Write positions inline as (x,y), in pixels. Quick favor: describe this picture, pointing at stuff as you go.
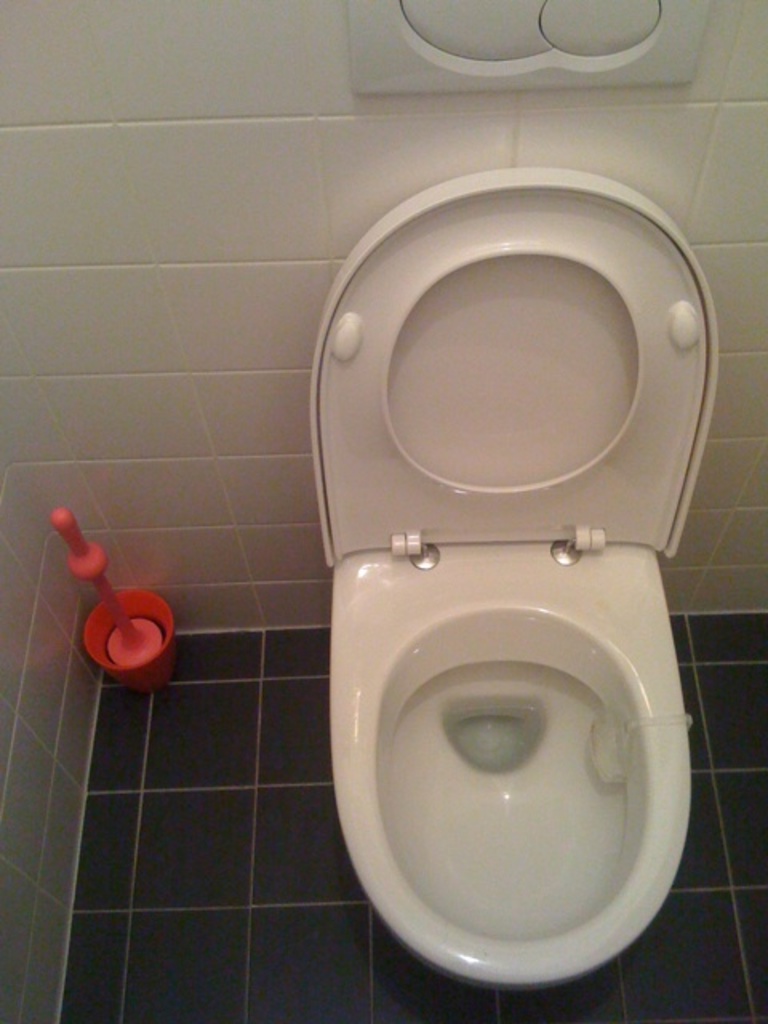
As we can see in the image there are white color tiles (213,476) and western toilet (536,662).
